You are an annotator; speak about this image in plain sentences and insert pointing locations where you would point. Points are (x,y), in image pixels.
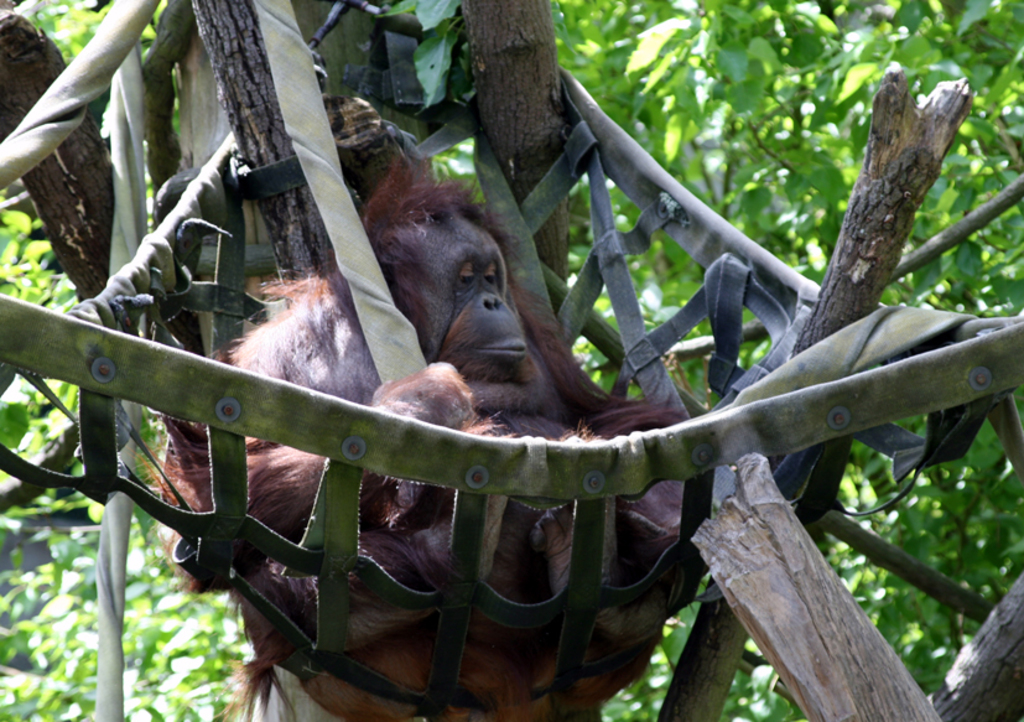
In this picture we can observe a brown color orangutan (459,339) laying in the swing (325,423) tied to the trees (276,134). In the background (639,129) there are some trees (762,112).
